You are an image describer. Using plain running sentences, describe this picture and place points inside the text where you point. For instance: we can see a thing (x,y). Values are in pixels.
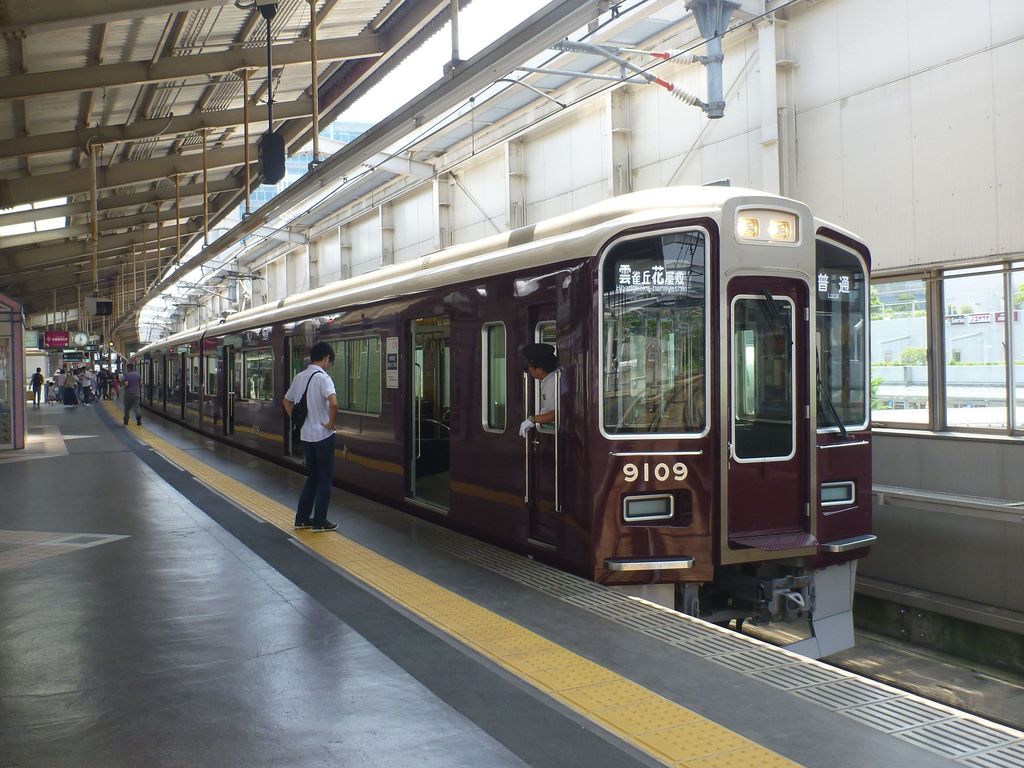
In this image there is a train (404,385) on the track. There are many people (98,391) in the station (394,562). On the top (122,121) there is roof (267,121). Here there is a wall (934,215). On it there are glass window (924,376). Through the glass window (897,340) we can see outside there are trees (920,354), building (966,338).
